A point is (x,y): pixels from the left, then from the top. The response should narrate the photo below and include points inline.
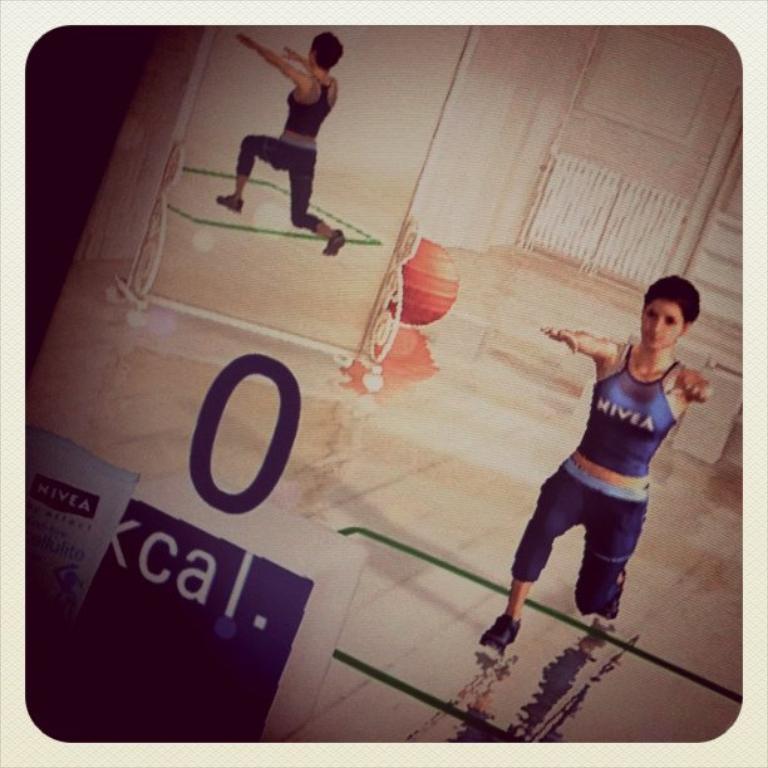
This image is a animation. In this image we can see girl (647,440), ball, mirror (377,279) and wall (463,168).
